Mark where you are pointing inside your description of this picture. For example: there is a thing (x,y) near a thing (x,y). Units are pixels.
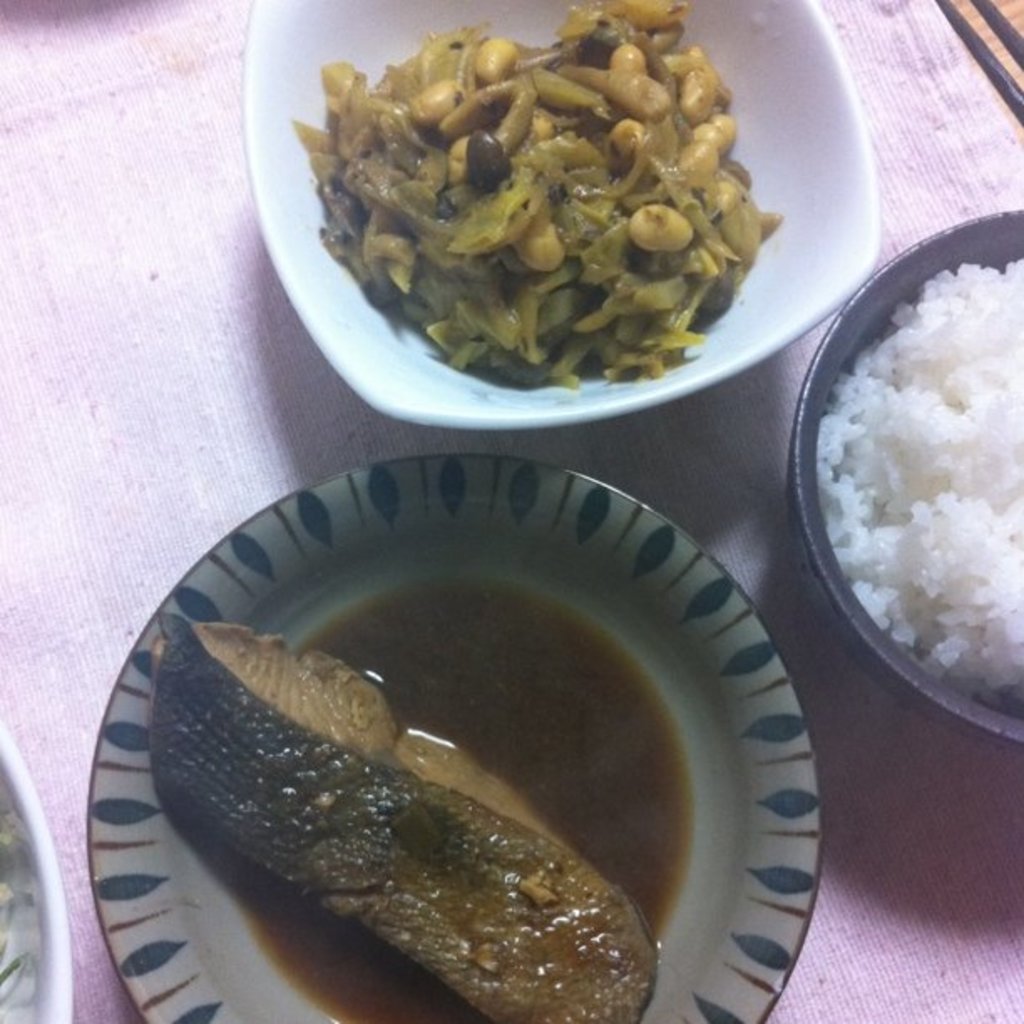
In this image, there are three bowls (707,670) with the food items (577,681) in it. This looks like a cloth (178,322), which is light pink in color.
